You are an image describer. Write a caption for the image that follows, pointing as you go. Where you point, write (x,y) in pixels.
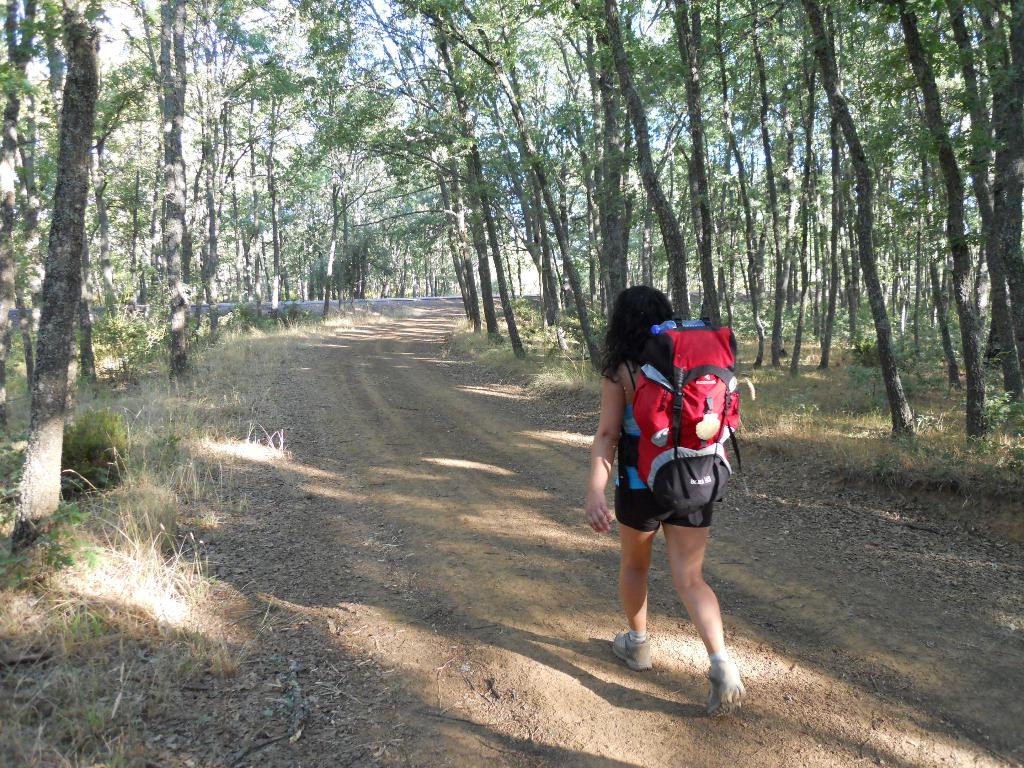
In this picture we can see a woman (708,432) wearing backpack (692,436) and walking on the path (301,432). Some grass (139,385) is visible on the ground (529,364). There are few trees (62,410) visible on left (248,217) and right side of the path (577,691).
